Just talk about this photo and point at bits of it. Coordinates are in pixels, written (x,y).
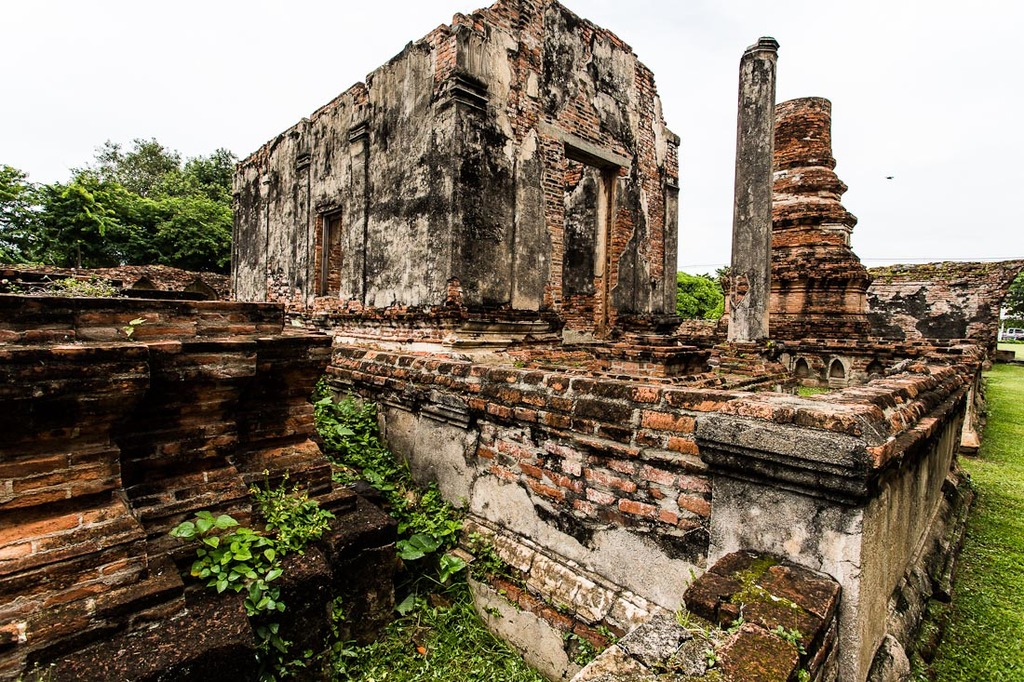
In this picture we can see a collapsed building (530,128), grass (973,458), walls (982,374), trees (719,301) and in the background (898,120) we can see the sky (158,60).
